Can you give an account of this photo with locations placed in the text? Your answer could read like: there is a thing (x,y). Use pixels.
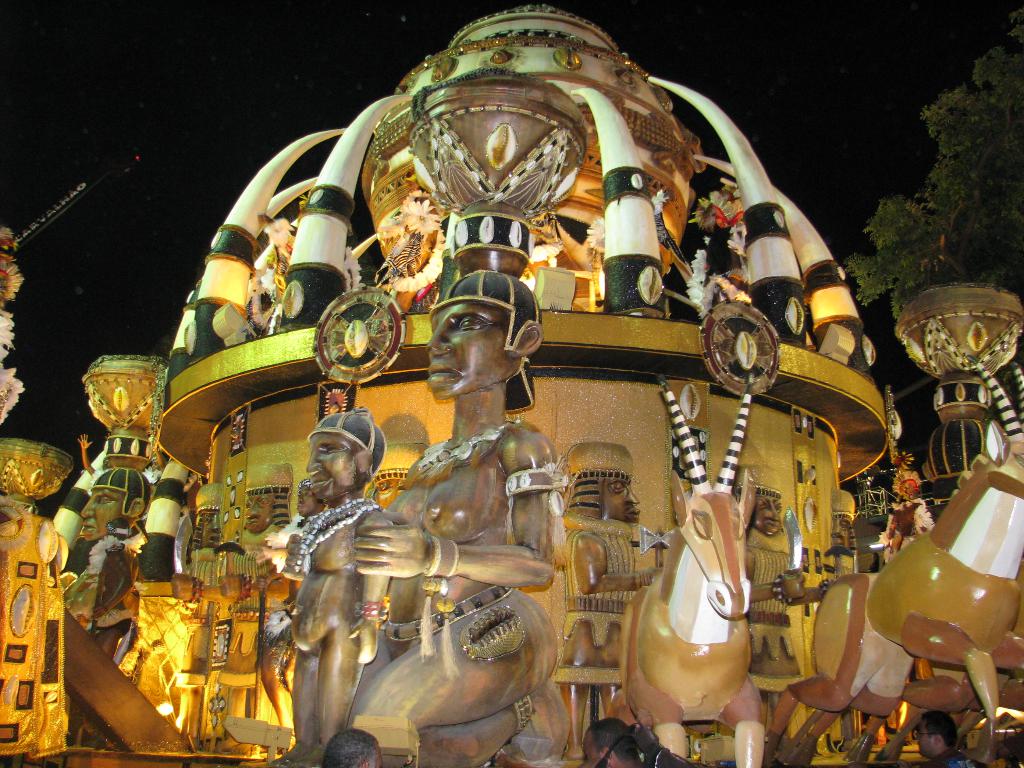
In this picture we can see statues (132,516), tree (965,140), some objects (537,273) and in the background (139,35) it is dark.
